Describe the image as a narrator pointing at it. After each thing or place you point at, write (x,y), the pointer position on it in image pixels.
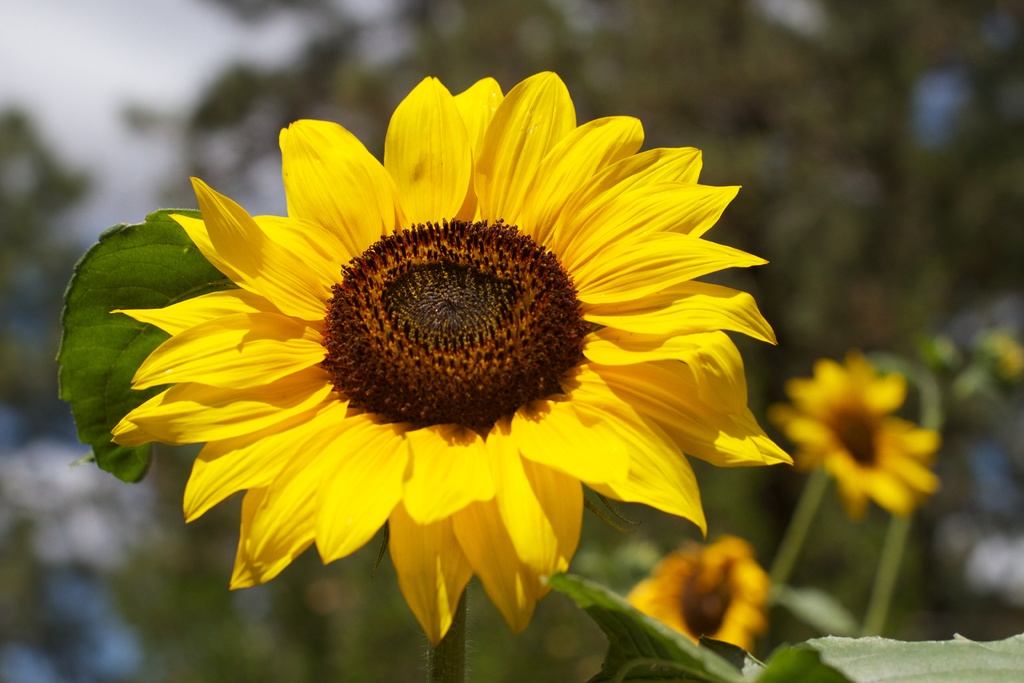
In this image, in the middle (371,349), we can see sunflower (516,336) which is in yellow color. In the right corner (1009,655), we can see leaves (687,638). On the right side (788,411), we can also see two flowers (721,545). In the background (788,353), we can see some trees (819,235) and white color.
